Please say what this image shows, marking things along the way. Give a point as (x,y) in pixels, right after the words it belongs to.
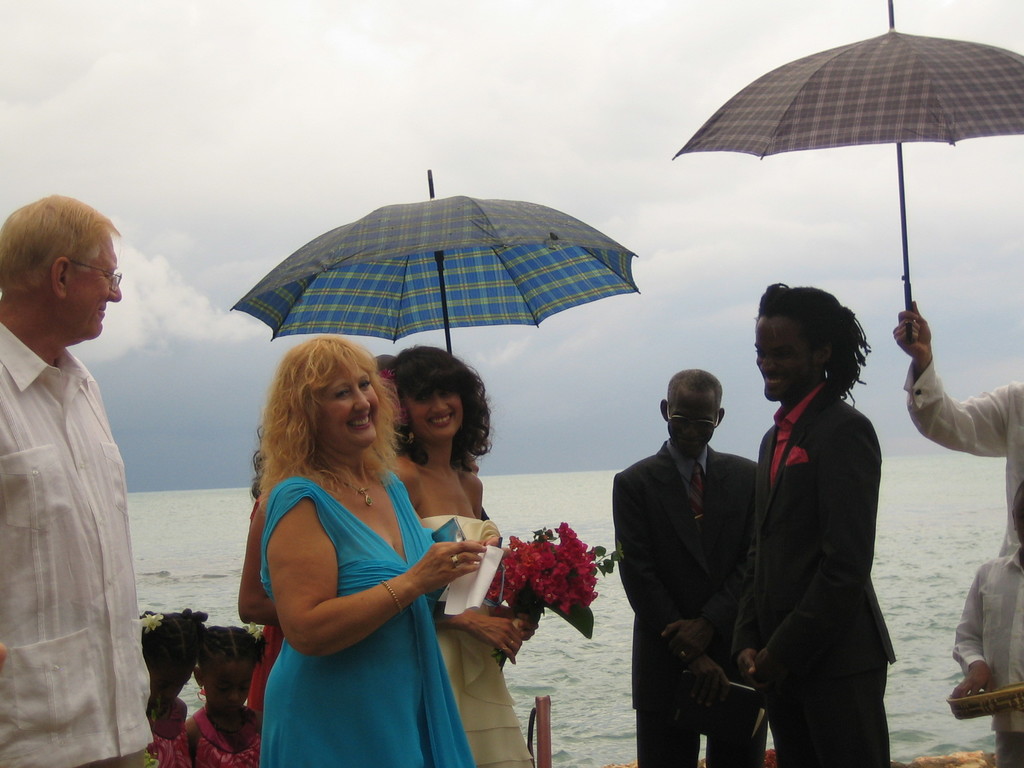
In this picture I can see a group of people (441,517) in the middle (423,509), there are umbrellas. In the background (600,619) there is water (610,619), at the top (628,126) there is the sky (628,126). I can see few flowers (578,600) in the hands (479,621) of a woman (438,502).
